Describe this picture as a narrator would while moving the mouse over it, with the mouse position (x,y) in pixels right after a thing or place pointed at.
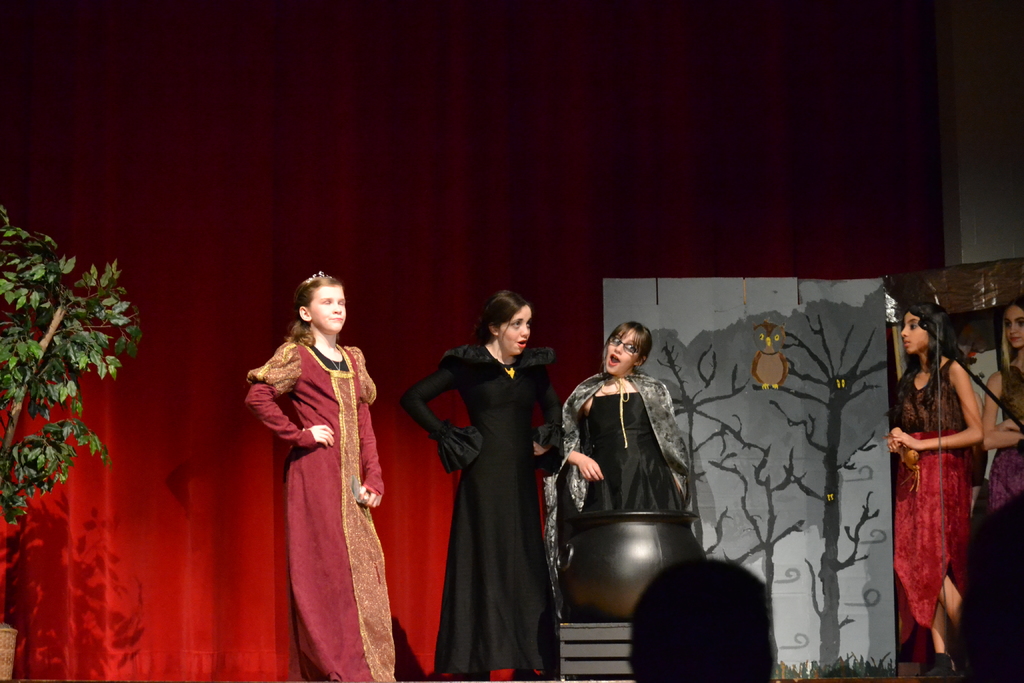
In this image I can see few persons (477,414) wearing black colored dress (501,425) and few persons (370,458) wearing black and red colored dress (326,494) are standing. I can see a black colored bowl (633,542), the red colored curtain (437,74), a tree (34,278) and a huge board (763,413). I can see the cream colored wall (980,171).
